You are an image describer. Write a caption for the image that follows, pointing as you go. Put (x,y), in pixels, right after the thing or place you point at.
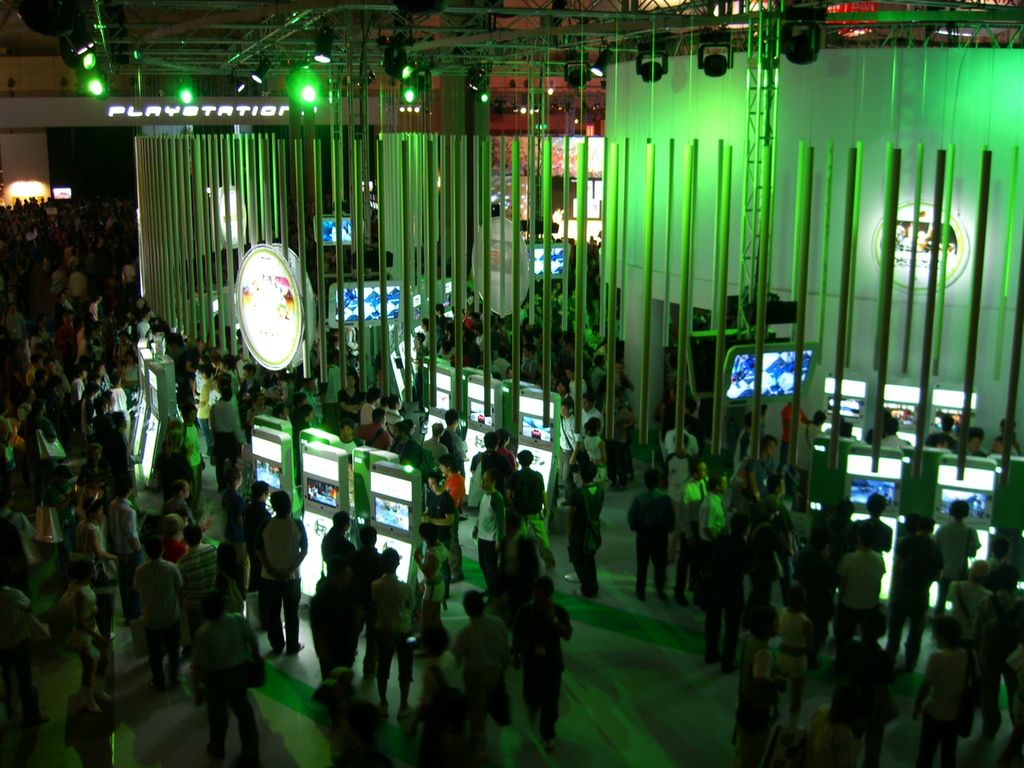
As we can see in the image there are group of people (454,450), screens (761,385), banner (269,357), lights (85,52) and wall (957,215).
